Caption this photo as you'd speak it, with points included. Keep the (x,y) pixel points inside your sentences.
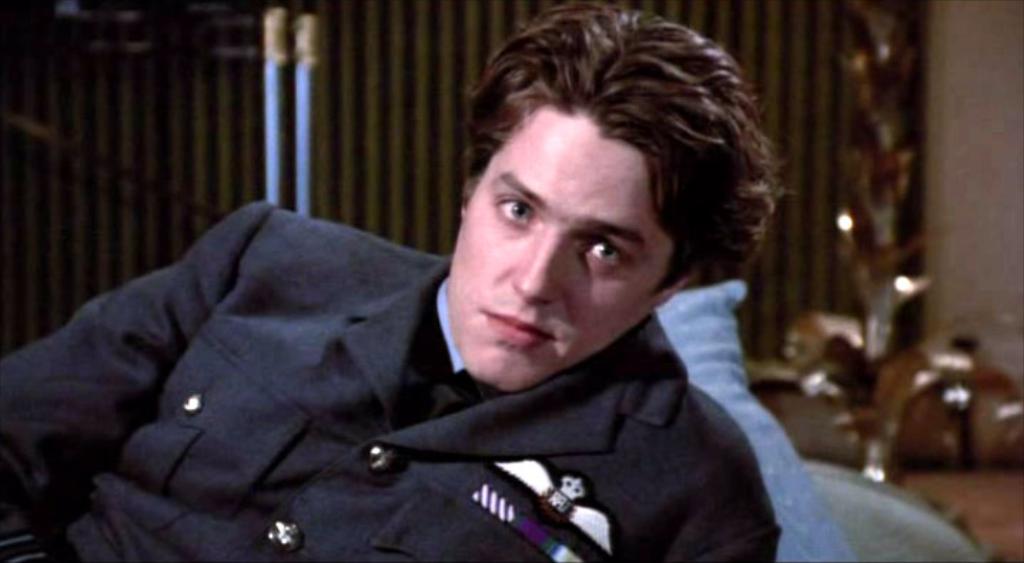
In this image, we can see a person (674,387) and a blue colored object (705,366). We can see the ground (979,531) with some object (843,420). In the background (252,91), we can see the wall (253,70) with some objects (882,435).
